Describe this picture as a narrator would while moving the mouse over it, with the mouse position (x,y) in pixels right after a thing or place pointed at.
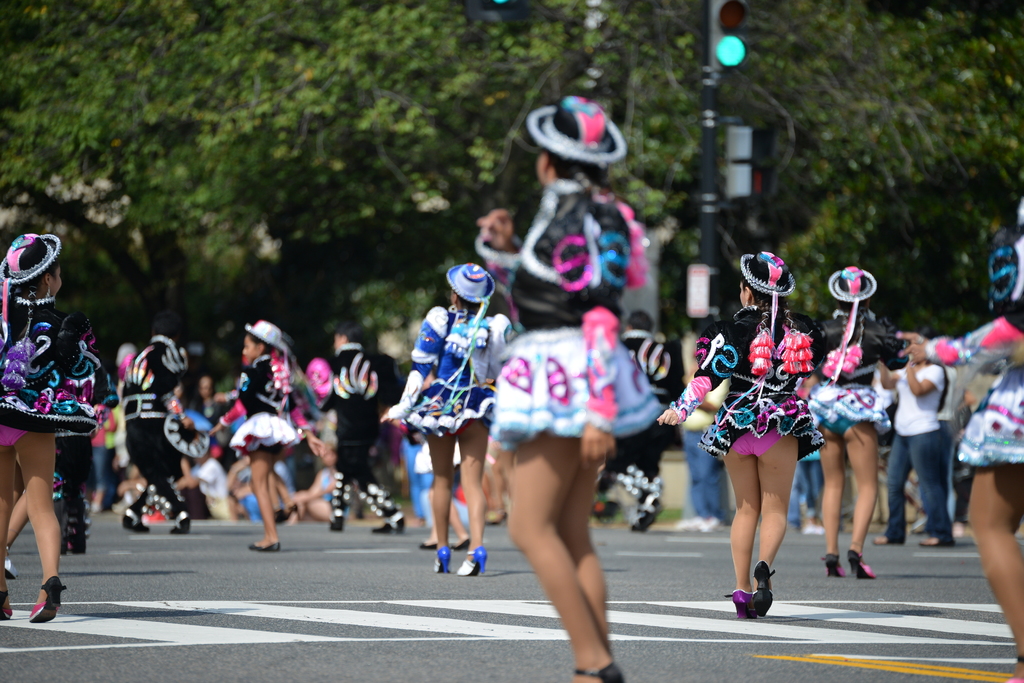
In this image I can see few persons (554,362) wearing black, white, blue and pink colored dresses (561,329) are standing on the road (530,625). In the background (681,142) I can see the black colored pole (707,118), a traffic signal (748,3) to the pole (705,93) and few trees (830,94) which are green in color.
